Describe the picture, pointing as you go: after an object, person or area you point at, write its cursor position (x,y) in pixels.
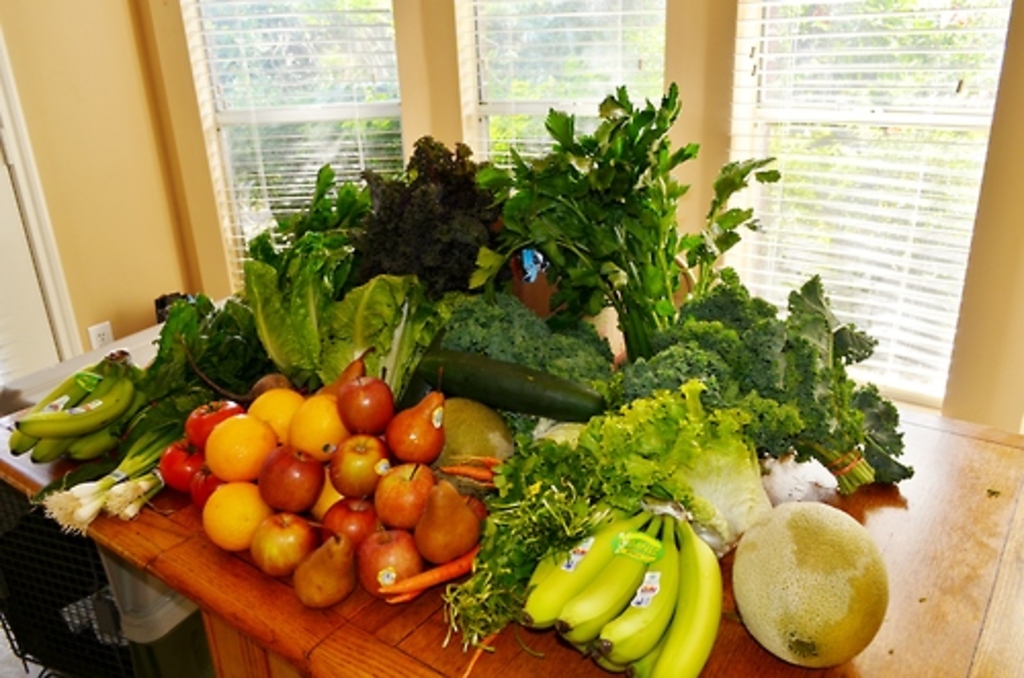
This image consists of vegetables (797,435) and fruits (91,394) kept on a table (183,564). In the background (262,97), there are windows (475,84) along with window blinds (613,62). On the left (84,209), we can see a wall (120,156) along with a door (15,297).
